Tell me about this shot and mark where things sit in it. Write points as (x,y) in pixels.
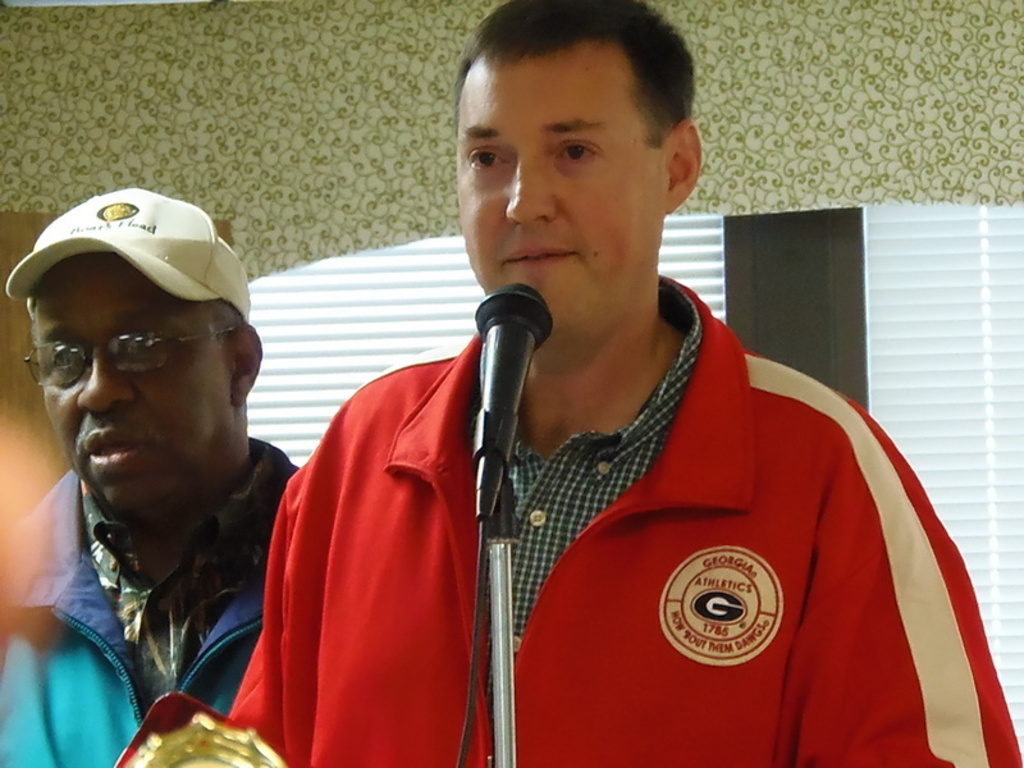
In the center of the image (552,417) there is a person (543,151) standing at the mic (501,380). On the left side of the image (195,438) there is a person (169,430). In the background (214,41) there is a wall (709,41) and window (680,261).
